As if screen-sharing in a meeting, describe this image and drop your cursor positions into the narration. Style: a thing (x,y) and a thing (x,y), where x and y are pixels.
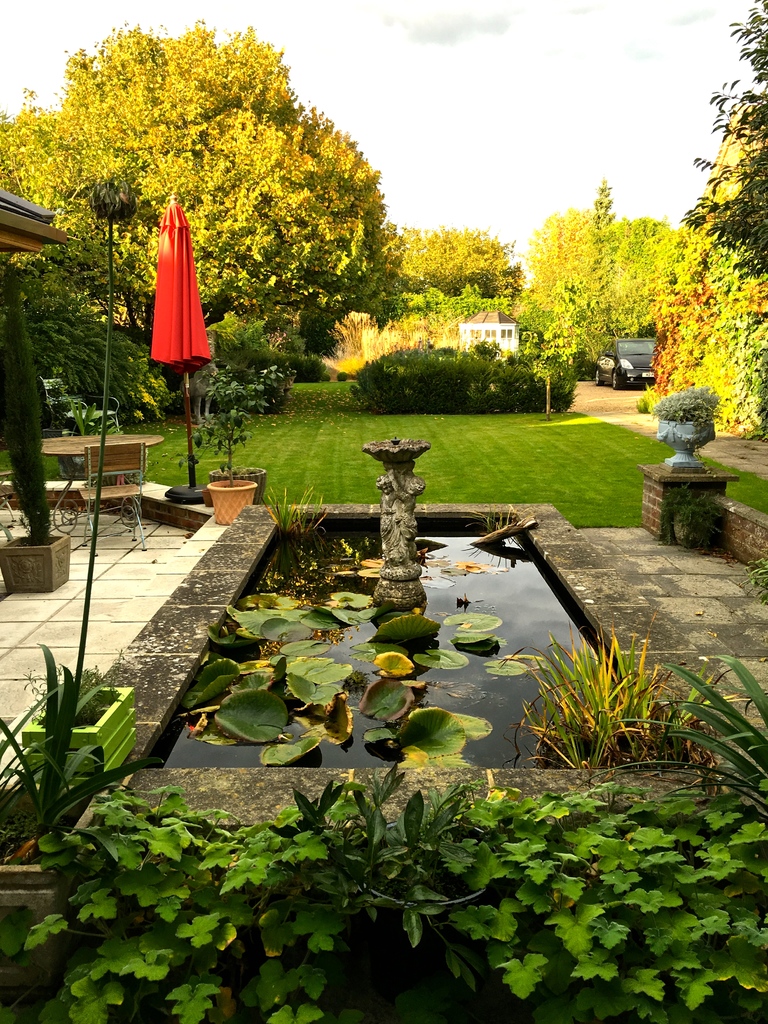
In this image we can see the leaves (314,611) and a fountain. And there are potted plants (29,450), chairs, table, stick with cloth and wall (77,482). We can see a vehicle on the ground (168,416). And there are trees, grass (346,433), plants (312,368) and the sky (506,112).
